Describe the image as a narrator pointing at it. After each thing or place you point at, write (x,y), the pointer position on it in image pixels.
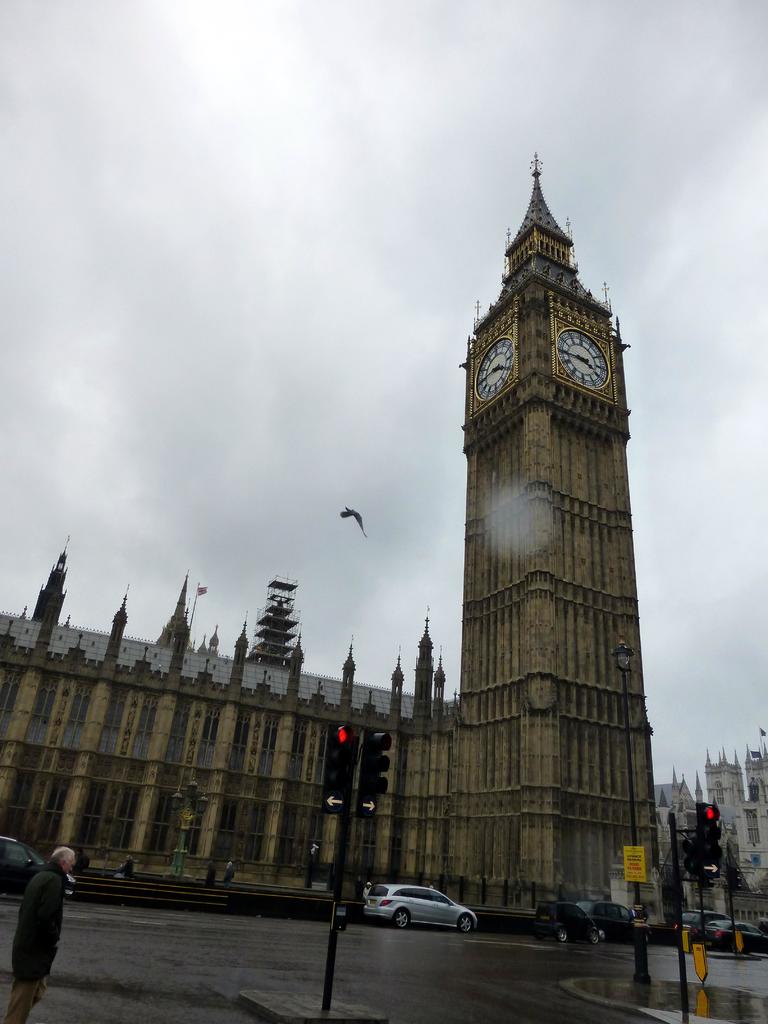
In this picture we can see vehicles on the ground (519,982), here we can see people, traffic signals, poles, name board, buildings (539,448) and some objects (515,920) and we can see sky (619,222) in the background (613,233).
